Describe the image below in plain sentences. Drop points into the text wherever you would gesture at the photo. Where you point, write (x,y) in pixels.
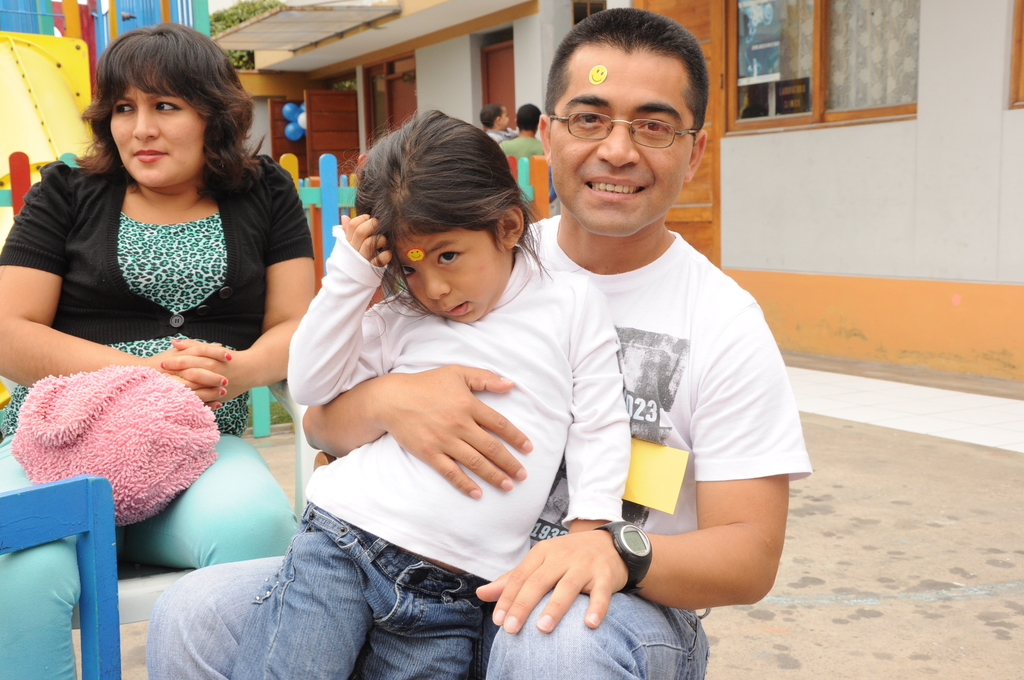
In the image I can see people (449,351) among them the woman (186,231) and the man (702,494) in front of the image are sitting on chairs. I can also see a man (616,269) is holding a girl (479,352). In the background (528,81) I can see building (393,81), balloons (288,104), windows (761,20), doors (704,211) and some other objects (760,35).
